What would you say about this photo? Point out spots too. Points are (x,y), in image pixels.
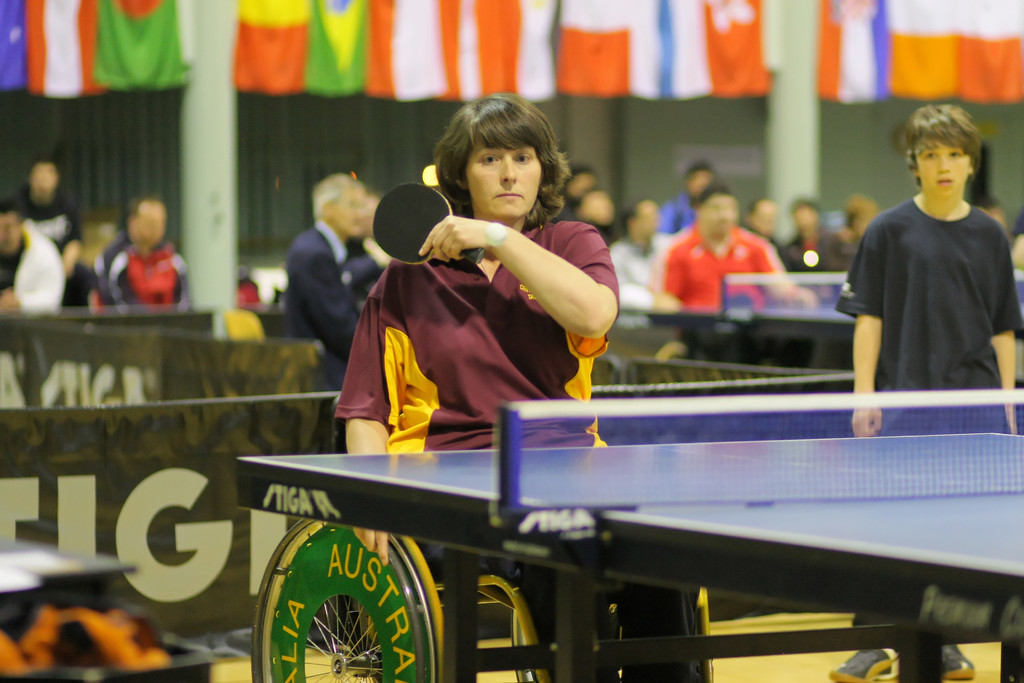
In the center of the image (440,281) there is a lady (468,200) sitting on a wheelchair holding a table tennis racket (414,195) in her hand (469,228). In front of her there is a table (356,482). In the background of the image (61,222) there are people (350,279). At the top of the image (485,18) there are flags (538,81). There are pillars (204,46). To the right side of the image (948,166) there is a boy (880,410).
